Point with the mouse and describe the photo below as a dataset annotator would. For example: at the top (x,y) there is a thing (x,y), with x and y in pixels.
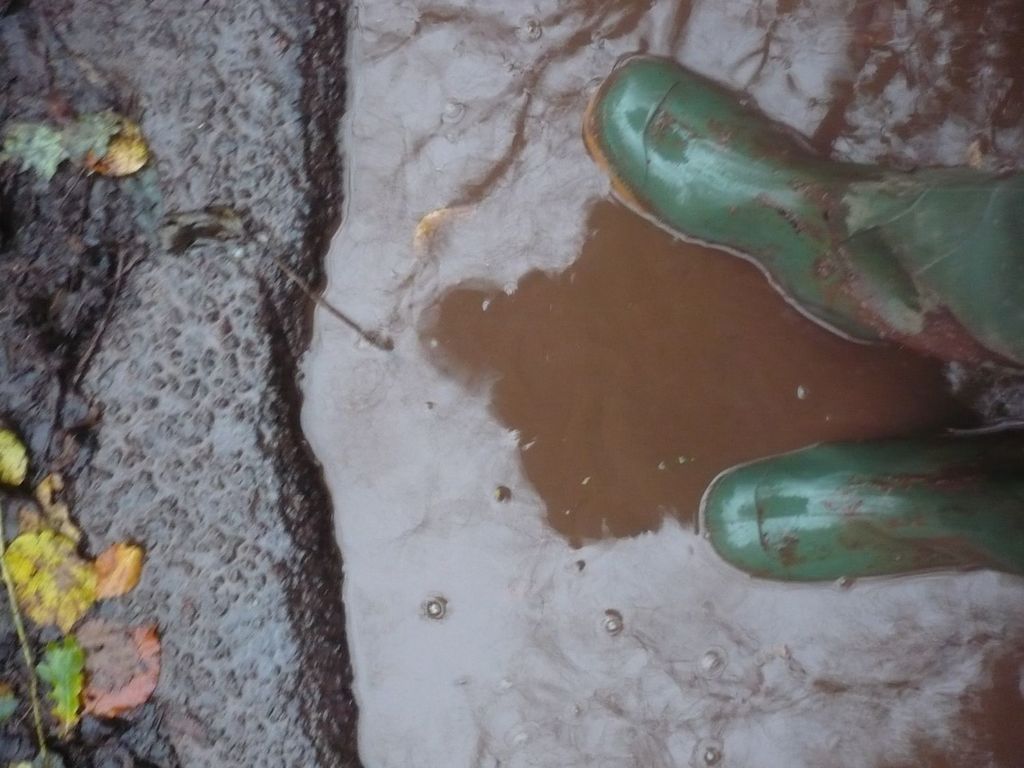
In this image I can see a green color boots (673,181), water (593,337) and few leaves (81,587) on the ground (197,310).
